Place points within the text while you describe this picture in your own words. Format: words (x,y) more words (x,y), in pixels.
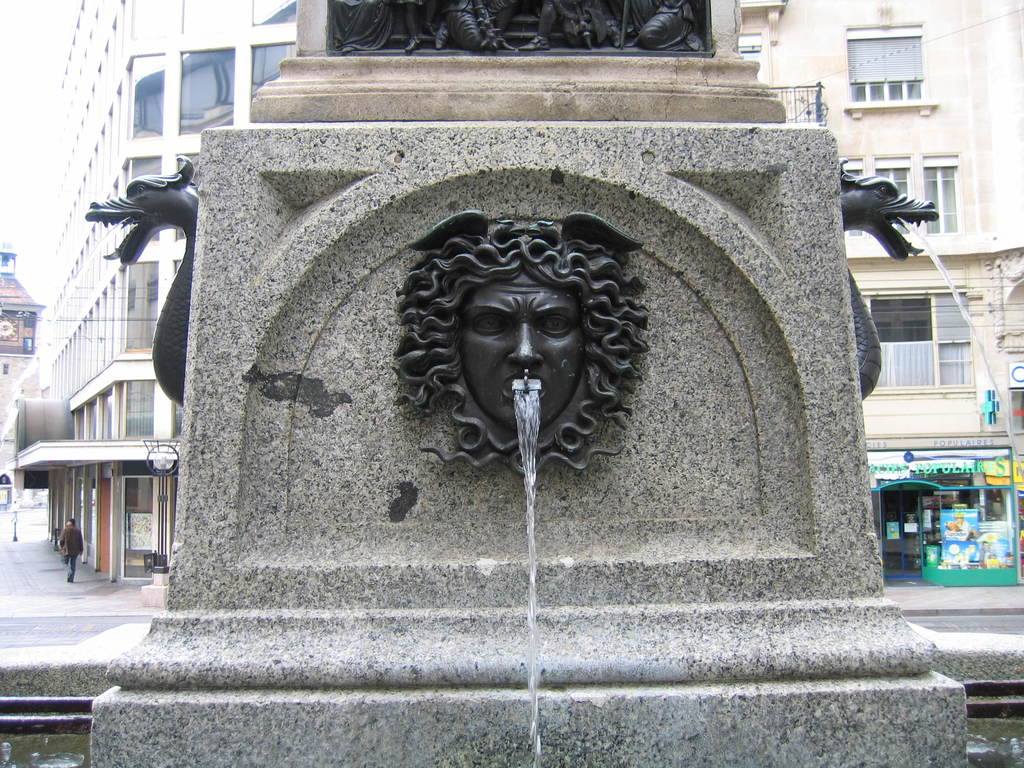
In this picture there are few objects (100,215) attached to the wall (215,284) from where there is water (530,411) flowing down and there are few buildings (158,36) in the background (215,122).
